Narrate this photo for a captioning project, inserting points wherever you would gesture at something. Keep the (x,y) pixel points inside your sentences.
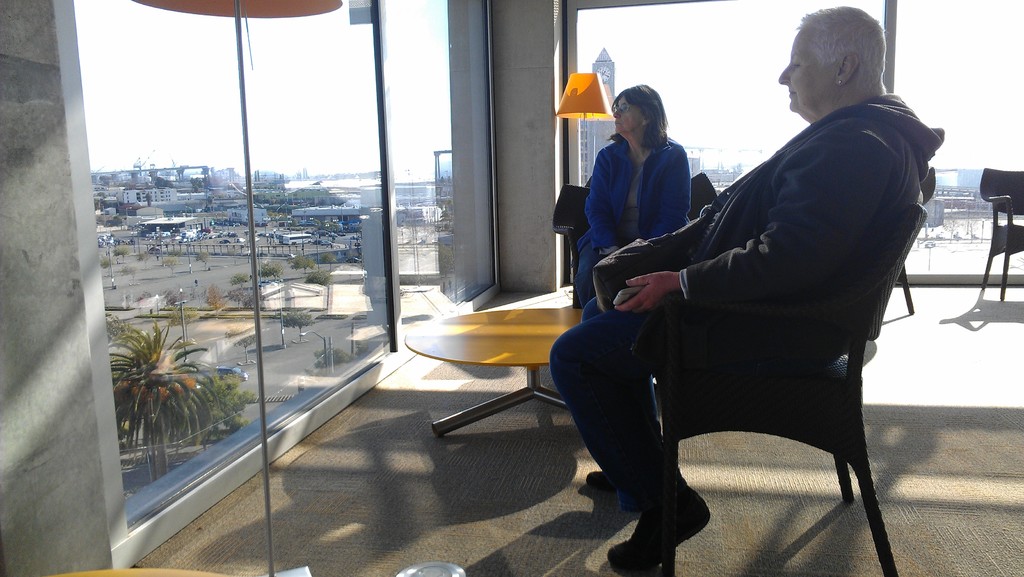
In this picture we have two old woman (854,31) looking at the road (228,284) and there is a table (545,336) in front of them also there's a lamp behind them there are some buildings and there is clear sky (266,105).
